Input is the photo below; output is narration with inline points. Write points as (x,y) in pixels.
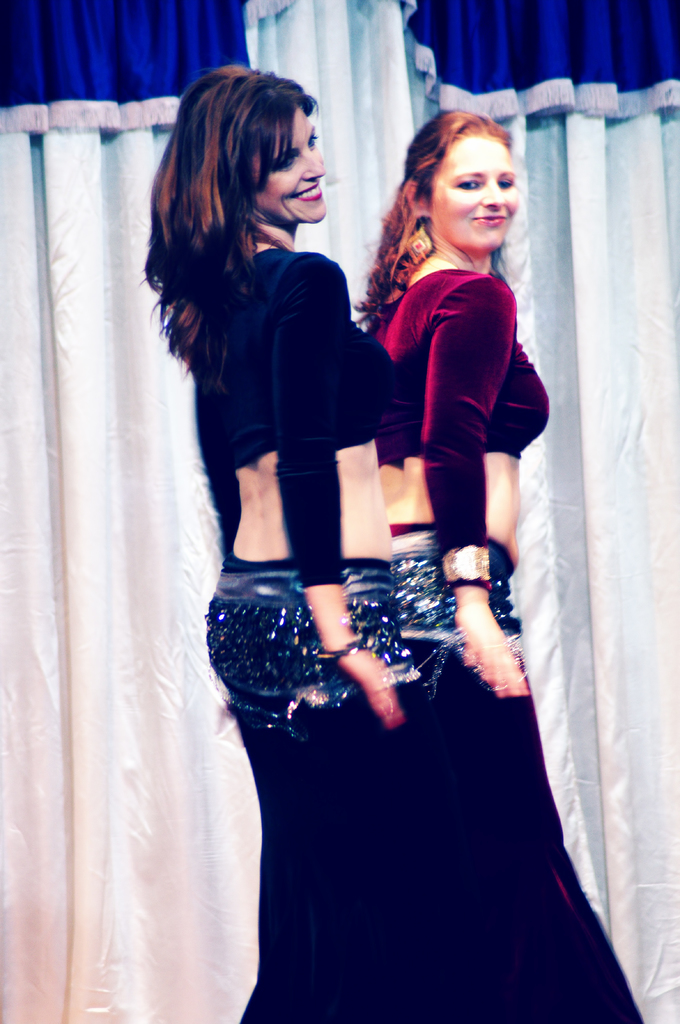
In the foreground of this image (464,423), there are two women (431,425) doing belly dance. In the background (85,234), there is a white and blue curtain (93,199).
